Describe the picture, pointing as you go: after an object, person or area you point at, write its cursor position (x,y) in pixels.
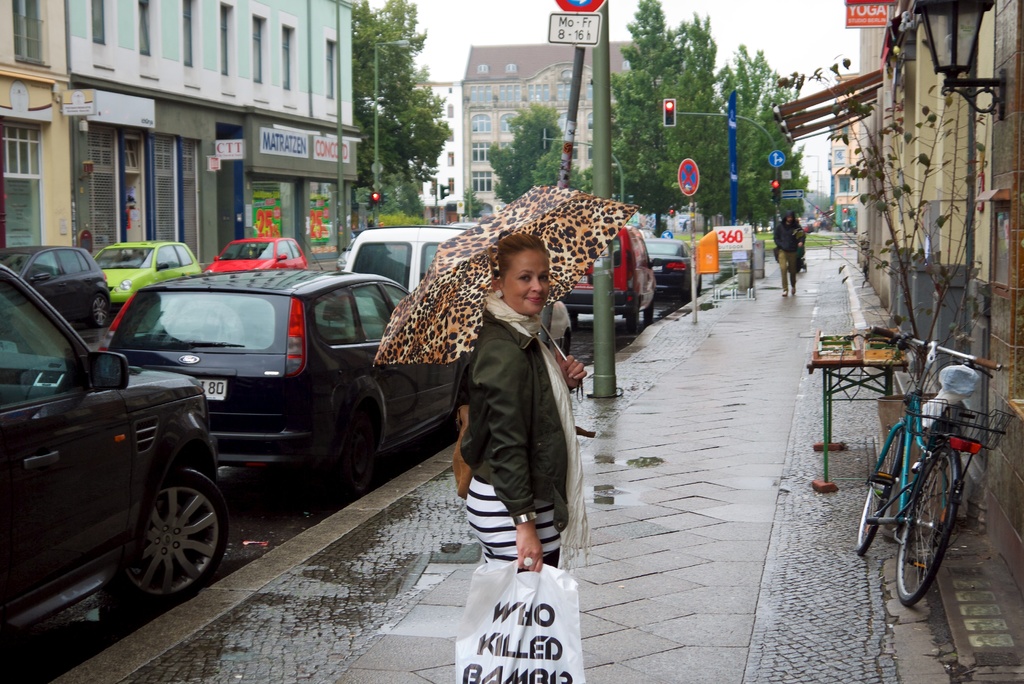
In this image I can see in the middle (549,442) a woman (561,437) is smiling, she wore a coat (557,455) and holding an umbrella (549,331). On the right side (914,424) there is a cycle (927,531) near to the wall (997,459), on the left side (67,337) there are cars (87,450) on this road (572,340). At the back side (493,96) there are trees (400,158) and buildings (352,140) in this image.
